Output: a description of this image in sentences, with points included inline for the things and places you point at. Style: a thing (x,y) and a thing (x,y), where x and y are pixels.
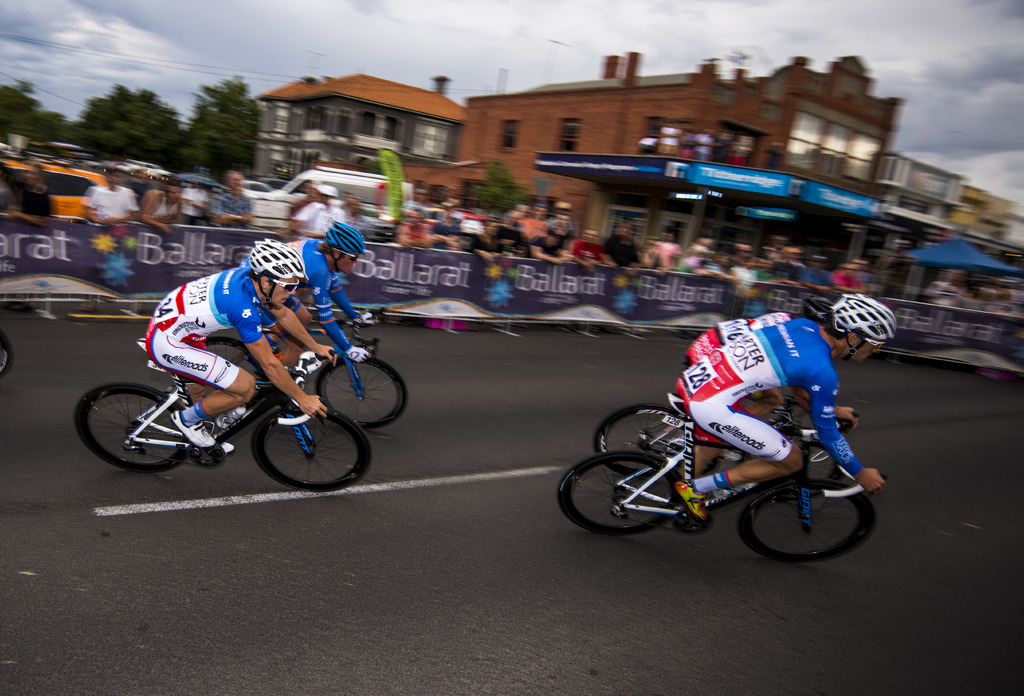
In the foreground of this image (316,239), there are four men (300,347) riding bicycles (654,489) on the road (505,586). Behind them, there are people (527,215) standing behind a banner railing (672,295). In the background (654,110), there are buildings (654,110), trees (208,105) and the sky (475,19).
